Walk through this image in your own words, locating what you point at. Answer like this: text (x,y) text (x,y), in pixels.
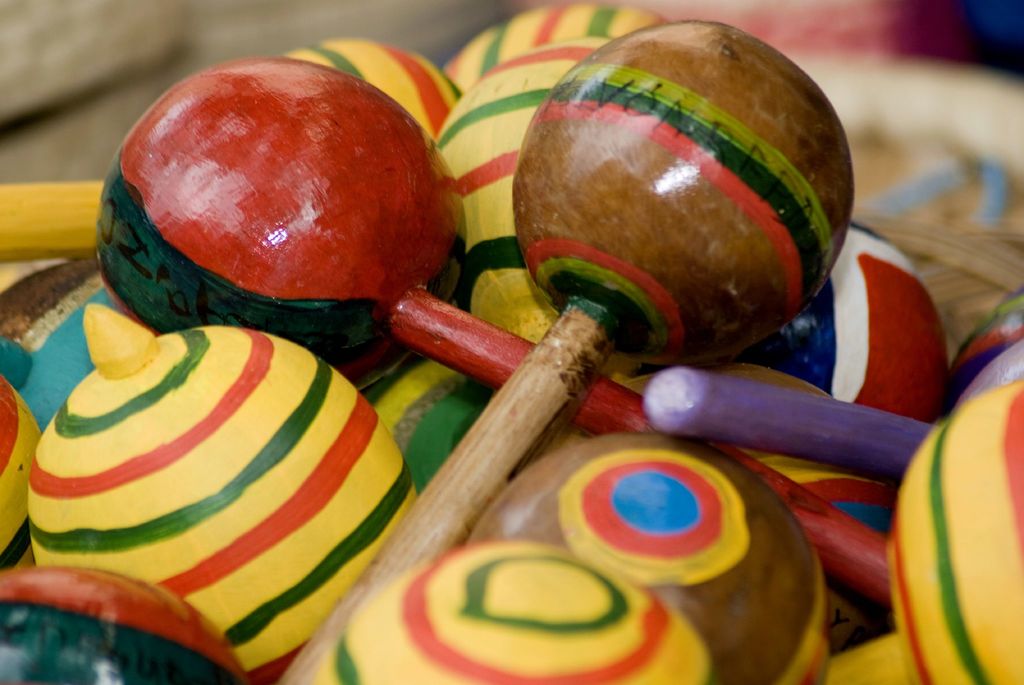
In this picture I can see few wooden toys (464,342).
